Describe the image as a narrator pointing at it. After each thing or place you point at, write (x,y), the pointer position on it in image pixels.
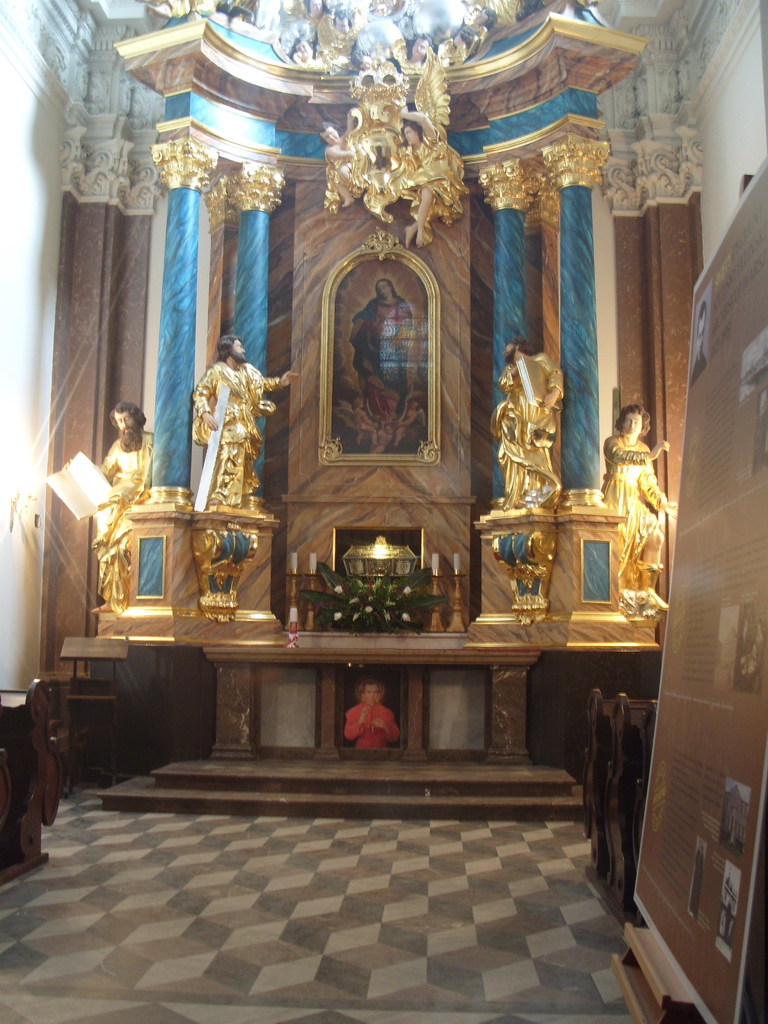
This picture shows a building (287,530) and we see few statues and a board (744,483) on the side.
